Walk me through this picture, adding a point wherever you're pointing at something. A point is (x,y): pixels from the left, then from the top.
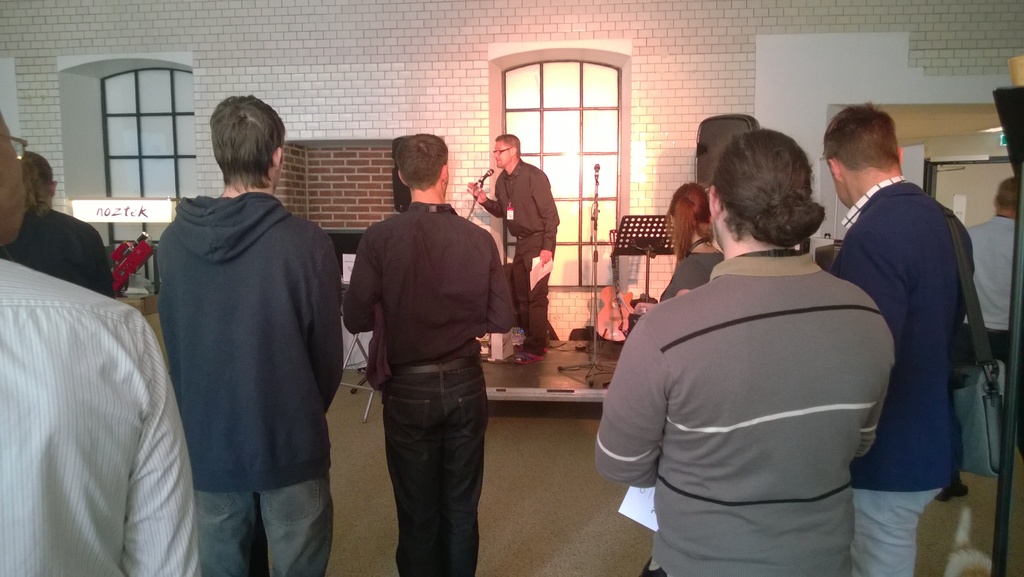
In this picture we can see a few people (849,551) standing. We can see a person (557,225) holding a paper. There are microphones (595,294), guitar (618,315), wires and some objects (593,310). We can see some text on the white object (134,206).
